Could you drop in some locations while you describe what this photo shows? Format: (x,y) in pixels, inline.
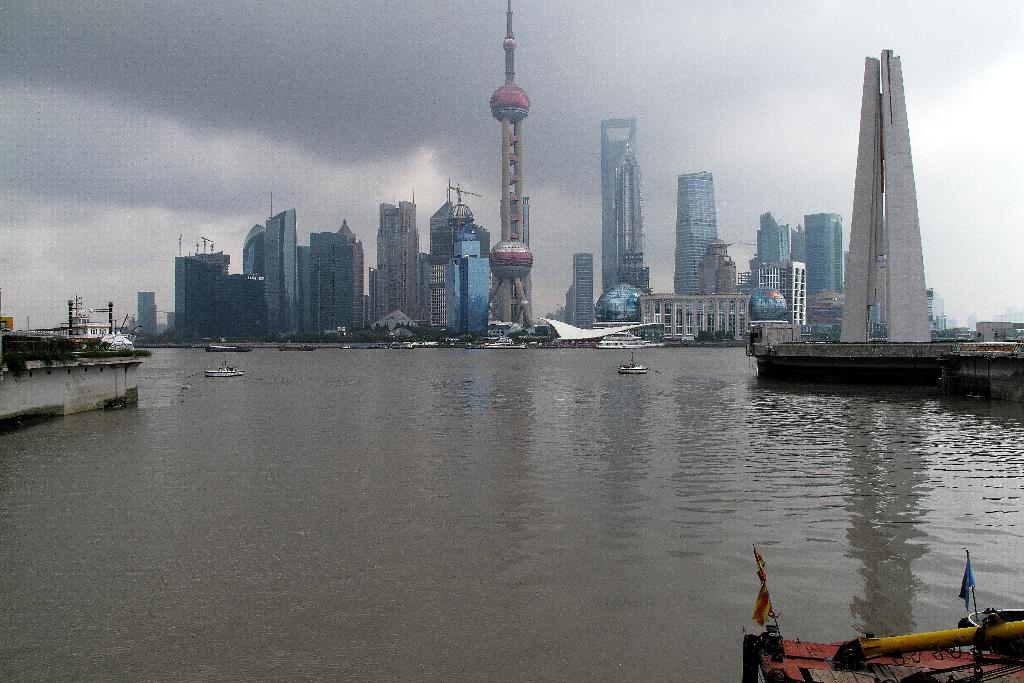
In this image we can see two boats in a water body (631,471). We can also see the deck (776,342), a group of buildings (678,300), towers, trees (436,339), a pole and the sky (463,139) which looks cloudy. At the bottom right (894,664) we can see a boat (957,646) in a water body (785,624) with the flags (763,584) on it.
